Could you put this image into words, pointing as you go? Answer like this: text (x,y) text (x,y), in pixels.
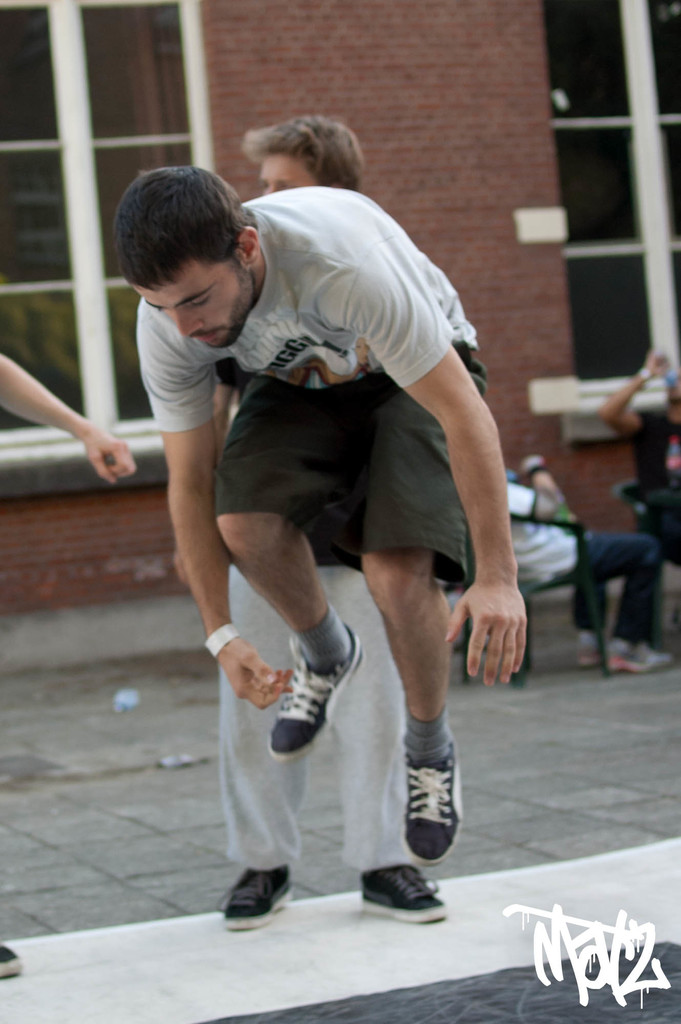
In the picture I can see a person (493,614) wearing T-shirt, socks (417,727) and shoes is in the air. In the background (350,676), I can see another person (350,676) standing on the ground (210,976), on the left side of the image (115,439) I can see a person's hand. The background of the image (673,418) is slightly blurred, where we can see two persons (567,561) on the right side of the image (556,561) and I can see a building (226,136) with glass windows (611,146). Here I can see the watermark (616,980) at the bottom right side of the image (572,947).
